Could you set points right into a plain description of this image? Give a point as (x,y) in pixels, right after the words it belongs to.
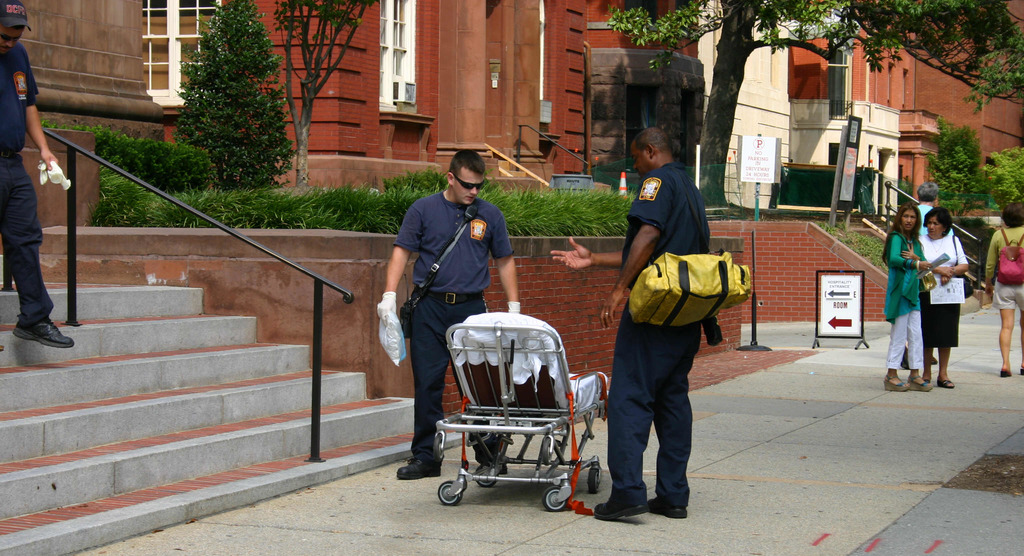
In this image we can see the buildings (447,102). And we can see a few people (422,220) in front of the building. And we can see the two people (442,222) beside the stretcher (489,385). And we can see the handrail (74,218). And we can see the grass (110,184), trees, plants (122,195). And we can see the sign boards (837,335).
